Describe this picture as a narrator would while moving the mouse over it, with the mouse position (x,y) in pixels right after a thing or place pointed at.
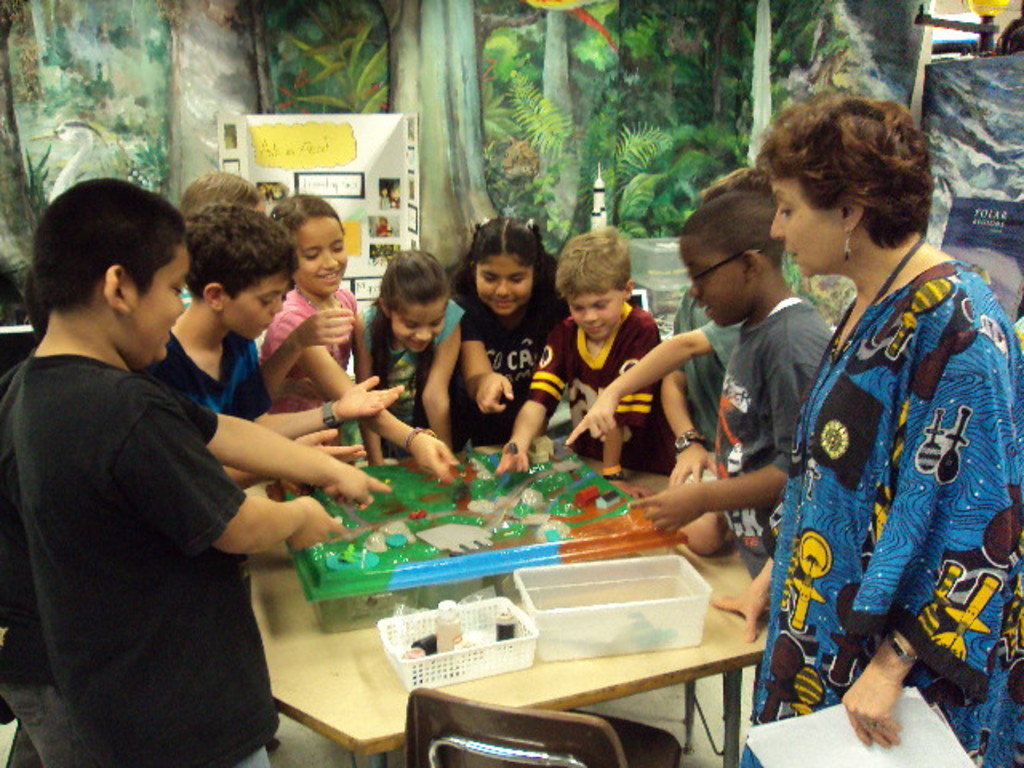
there is inside the room (1000,180) there are so many children (625,380) and the woman (879,389) are standing on the floor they all watching the toy (627,511) which is kept on the table (560,699) and the many things (440,635) are present on the table (679,673) like toys (379,523), bottles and colors (513,641) and some of them are laughing and behind the chart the sceneries (427,126) are there.
